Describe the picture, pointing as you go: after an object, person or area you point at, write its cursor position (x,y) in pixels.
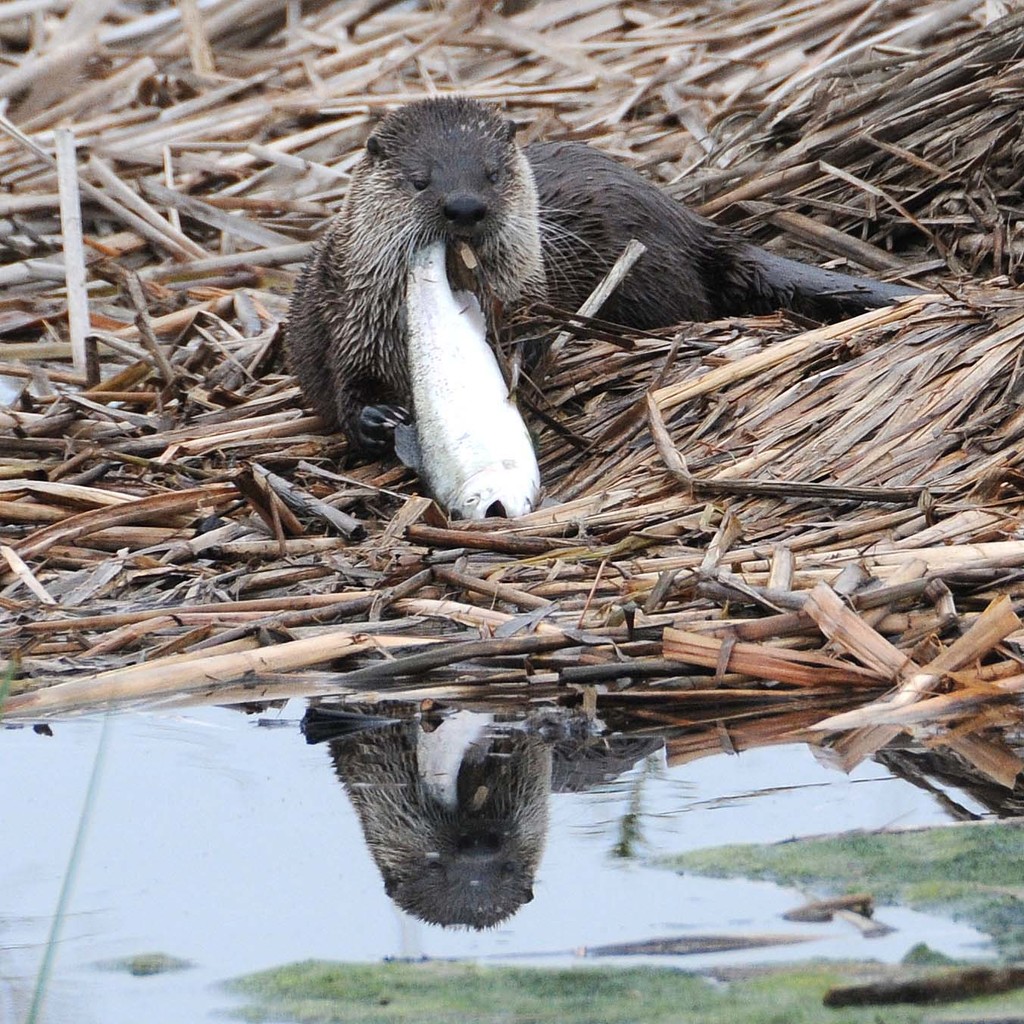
In this image I can see an animal (360,303). Here I can see the water (450,848) and other objects (387,548).
